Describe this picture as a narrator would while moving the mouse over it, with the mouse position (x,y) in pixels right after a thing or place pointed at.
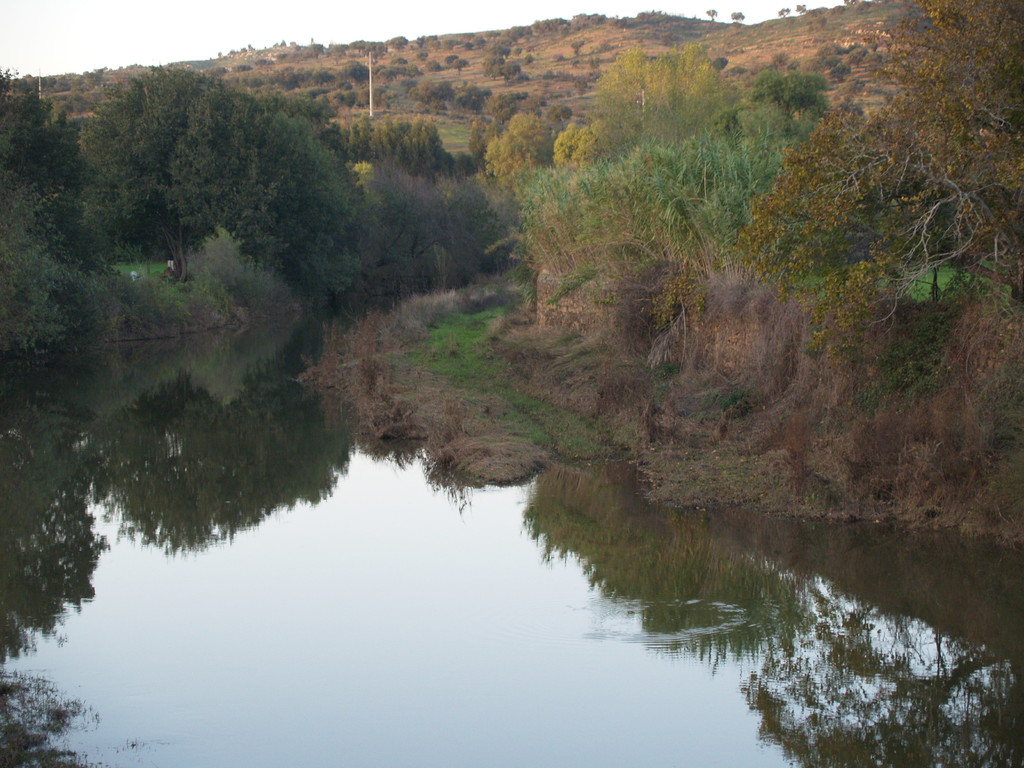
In this image, It looks like a pond (360,517) with the water (356,521). These are the trees (456,172) with branches (423,189) and leaves (420,202). At the top of the image (212,67), It looks like a hill (62,82).
